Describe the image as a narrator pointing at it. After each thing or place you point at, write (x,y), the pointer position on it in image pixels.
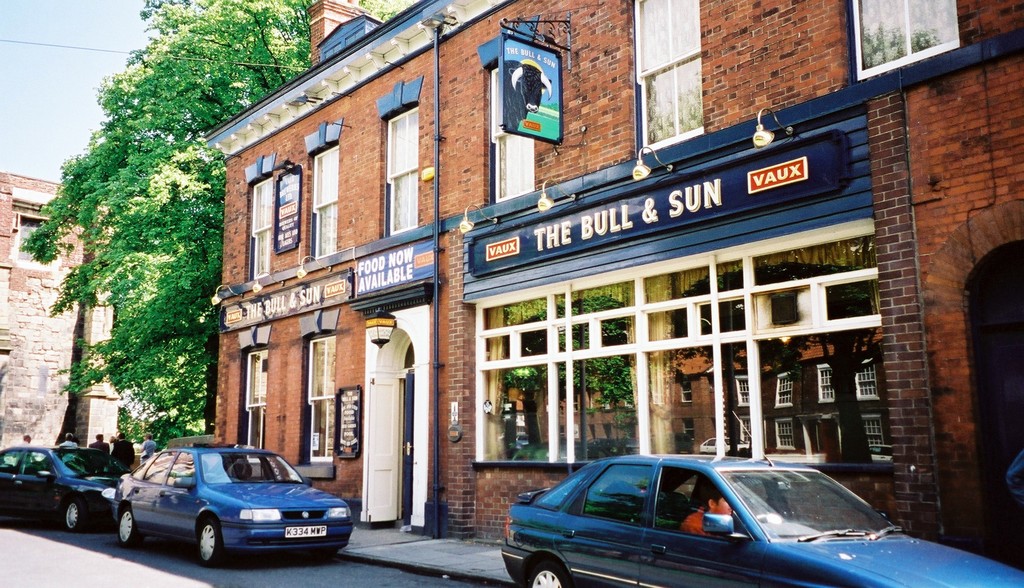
In this picture we can see cars (594,564) on the road (182,551), buildings (61,342) with windows (797,264), banners (380,258), trees (201,182) and some persons (149,445) and in the background (31,74) we can see the sky (50,16).
